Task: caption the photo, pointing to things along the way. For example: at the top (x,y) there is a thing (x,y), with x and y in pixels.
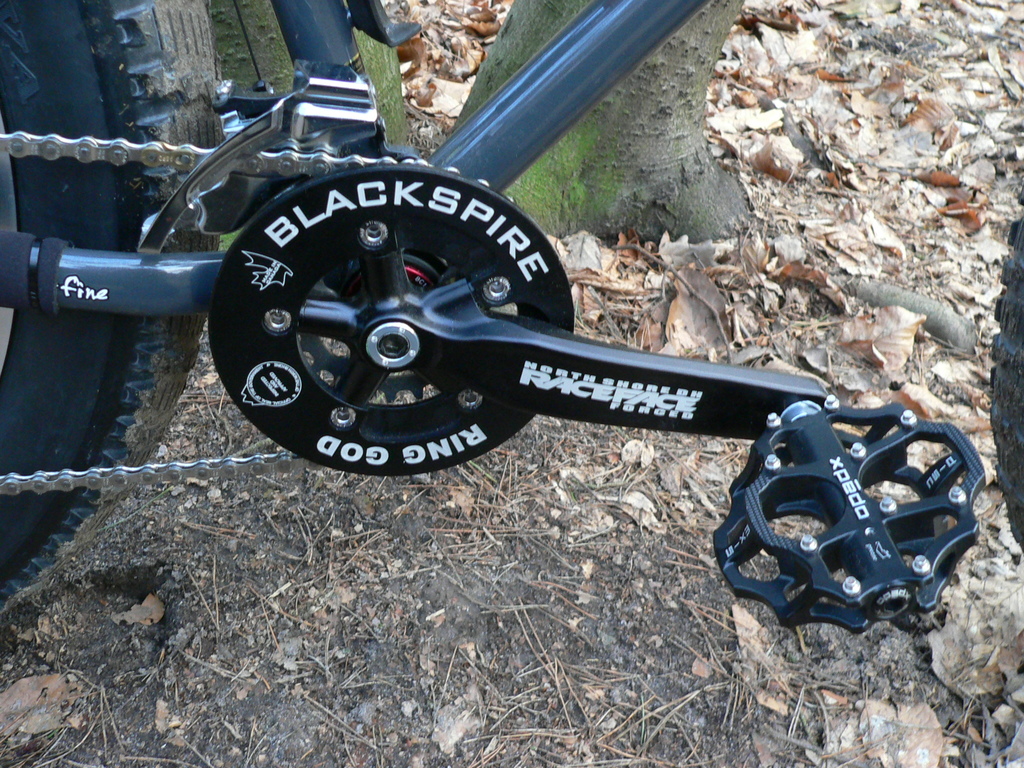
In this image we can see a bicycle (453,305) and some dried leaves (951,276) on the ground (384,648).
